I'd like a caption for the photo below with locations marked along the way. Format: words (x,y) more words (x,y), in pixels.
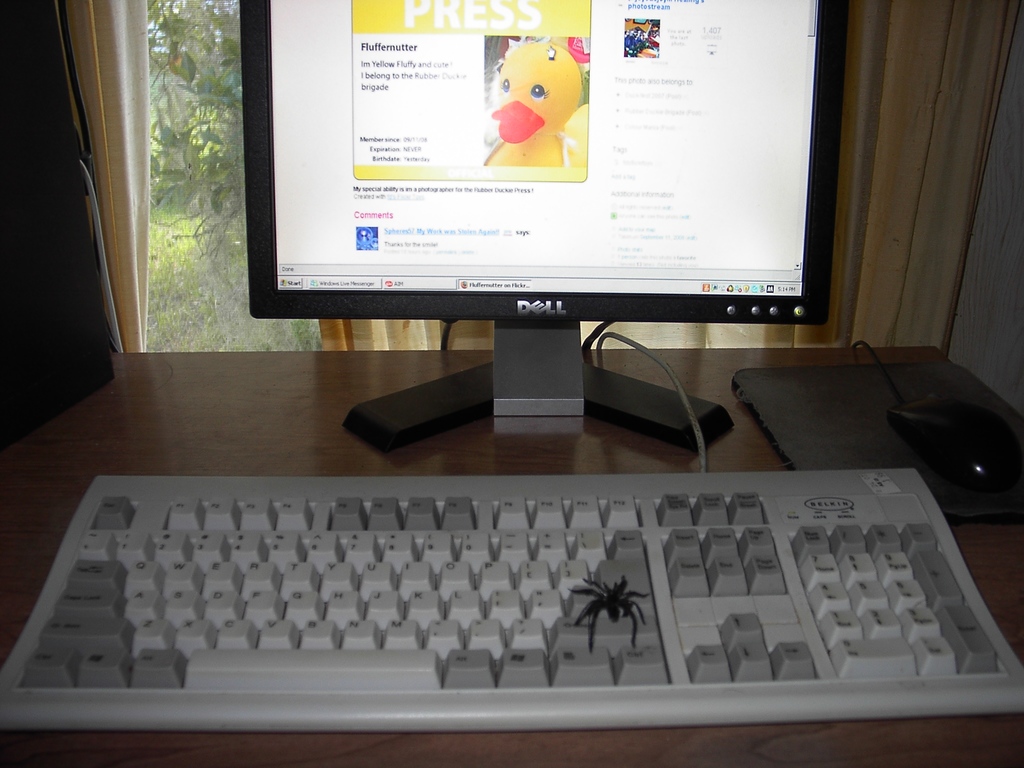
On this table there is a keyboard (554,591), mouse (929,444), monitor (527,80) and spider (600,607). In-front of this window (192,245) there is a curtain (348,326). Through this window (230,243) we can see plants (201,228).
